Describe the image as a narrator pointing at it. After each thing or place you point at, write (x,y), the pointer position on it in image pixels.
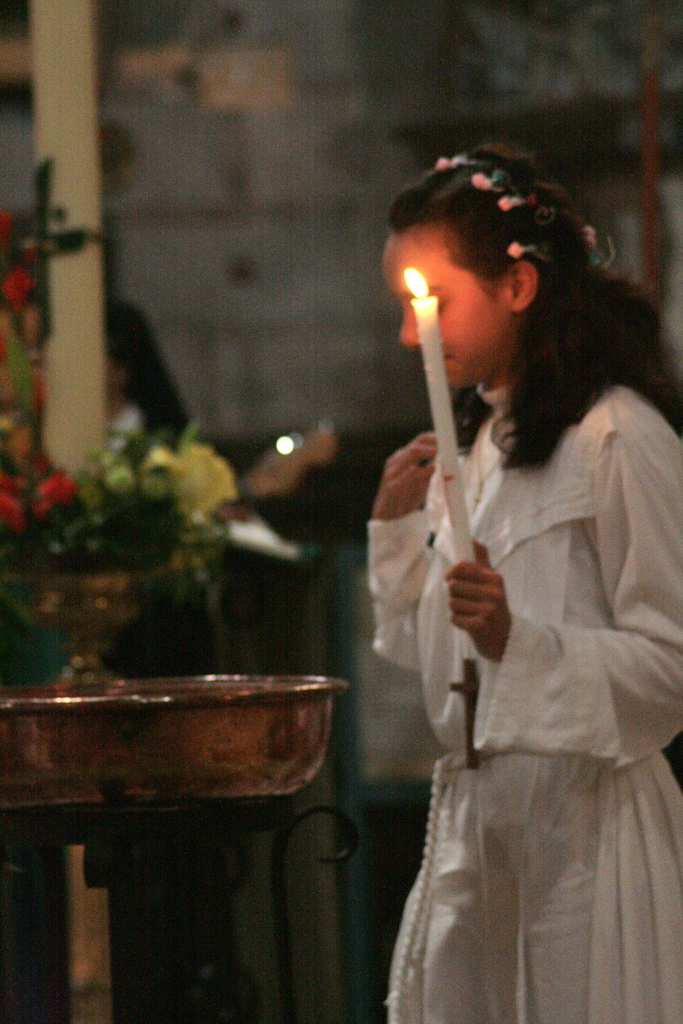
In this image, we can see a person (472,281) wearing a band (492,188), a cross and holding a candle (438,374) which is lighted. In the background (129,510), there are flower vases (105,538) and we can see another person (155,393), a stand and there is a wall (267,88).
